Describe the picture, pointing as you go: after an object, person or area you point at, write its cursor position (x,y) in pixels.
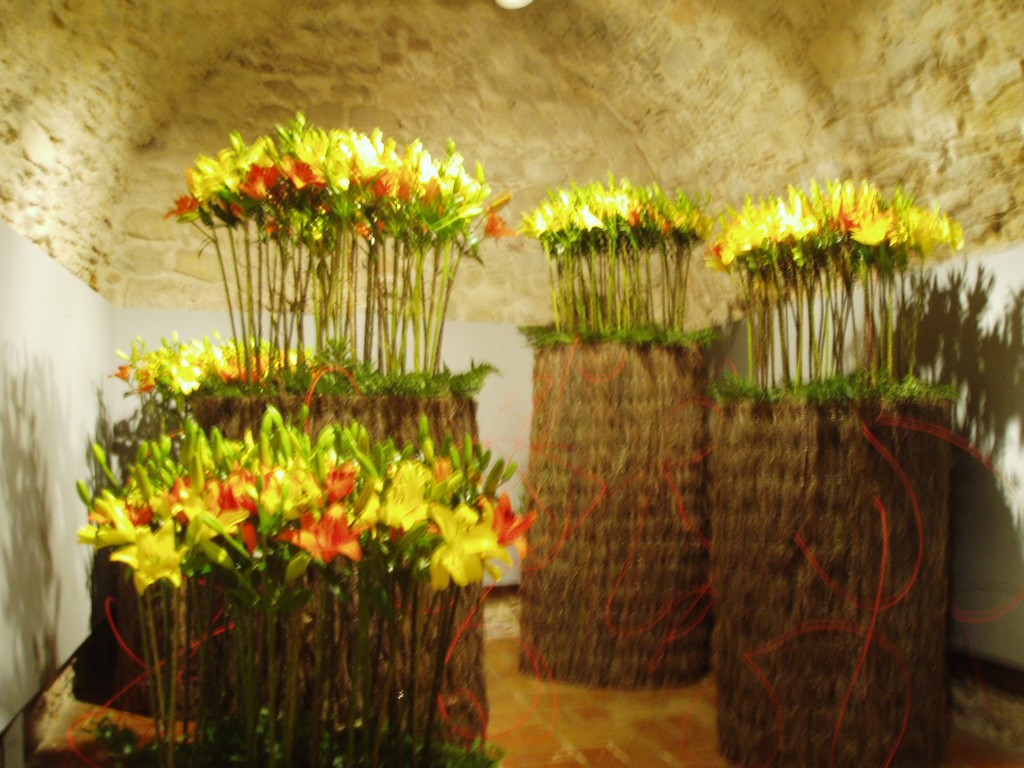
In this picture we can see an inside view of a room (487,37), we can see some plants (490,520) and flowers (415,299) in the middle (369,286), at the bottom (585,723) there is floor (609,722).
